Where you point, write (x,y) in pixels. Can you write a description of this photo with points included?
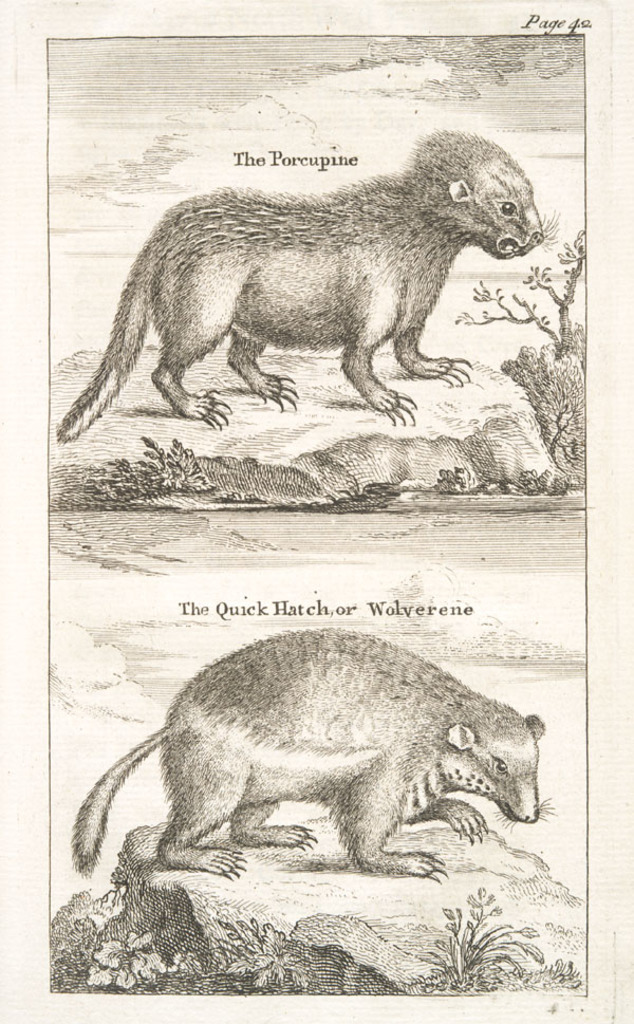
In this image, we can see a picture (355,434), in that picture (345,434) we can see two animals (227,665).
